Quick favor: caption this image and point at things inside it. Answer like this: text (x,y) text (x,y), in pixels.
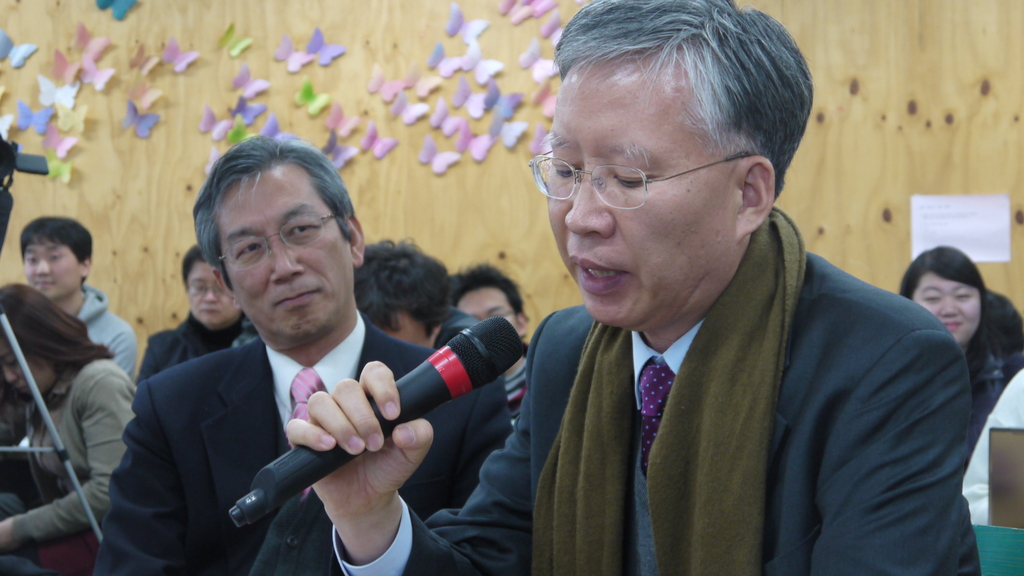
in this picture two man (546,325) sitting one of the man (527,481) speaking into microphone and another one is looking at him.
